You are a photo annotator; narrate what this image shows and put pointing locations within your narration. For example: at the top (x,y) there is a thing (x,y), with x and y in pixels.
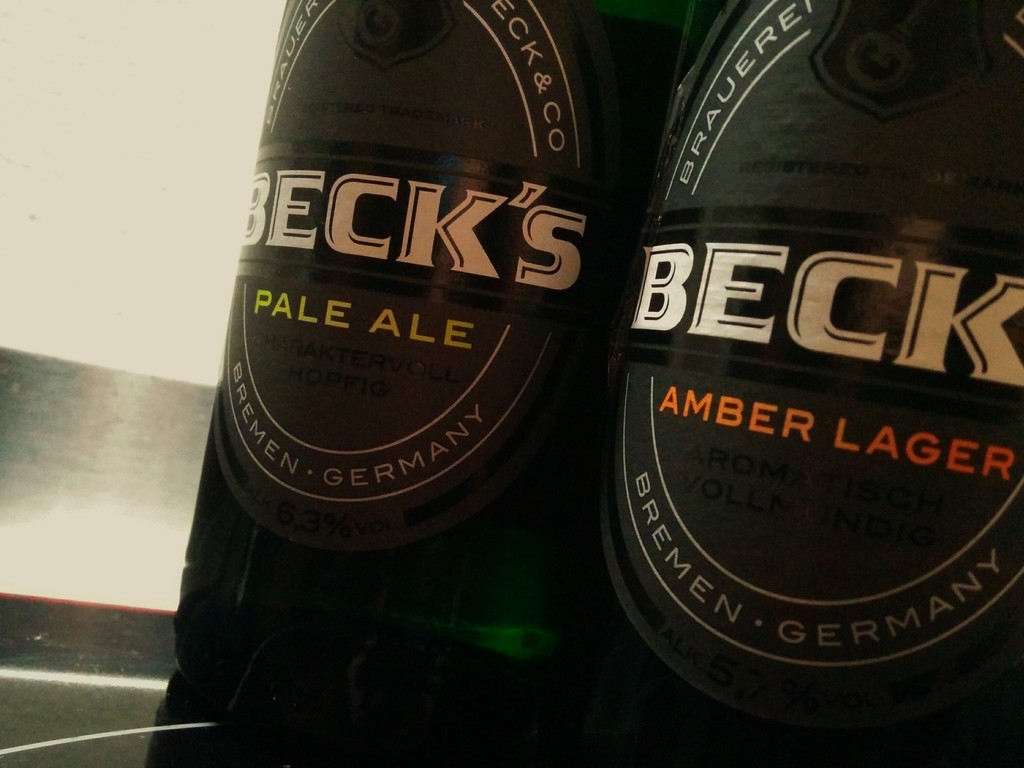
In this picture we can see two bottles (644,561) here, we can see stickers (670,525) pasted on these bottles (583,351).
